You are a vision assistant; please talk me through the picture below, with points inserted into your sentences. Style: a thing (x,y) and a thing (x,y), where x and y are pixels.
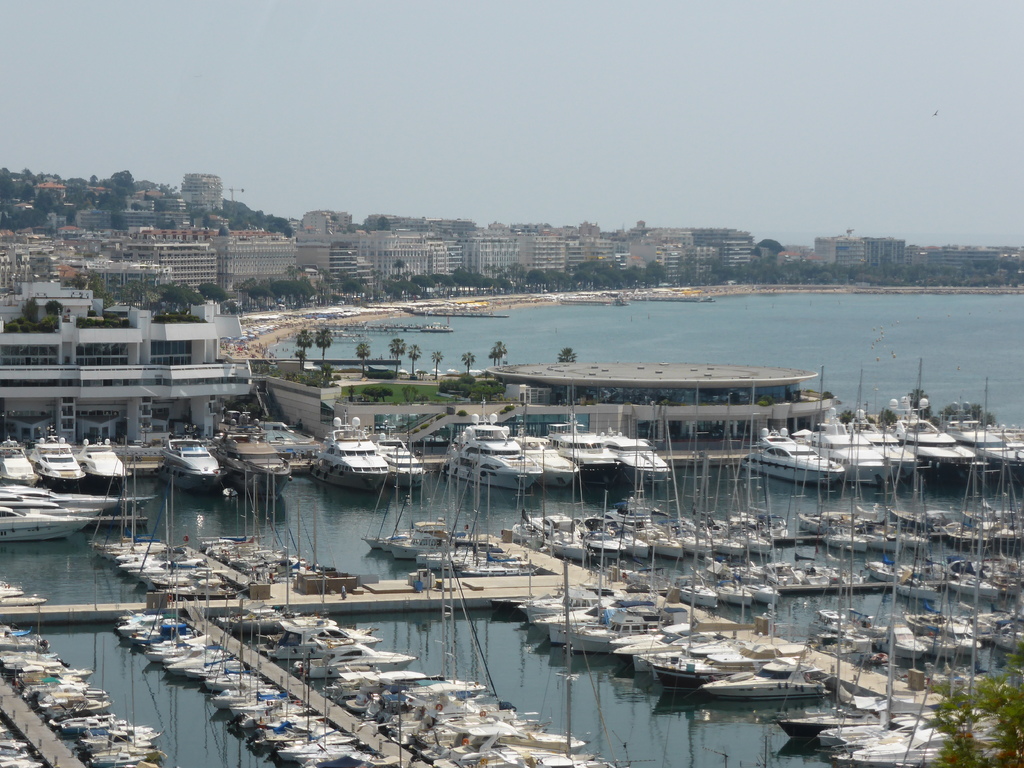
In this image I can see few boats (672,680) and ships (684,625) on the water (665,692) and I can also see the bridge (528,581). In the background (351,287) I can see few trees (15,194) in green color, buildings (538,242) and the sky (591,124) is in white and blue color.
